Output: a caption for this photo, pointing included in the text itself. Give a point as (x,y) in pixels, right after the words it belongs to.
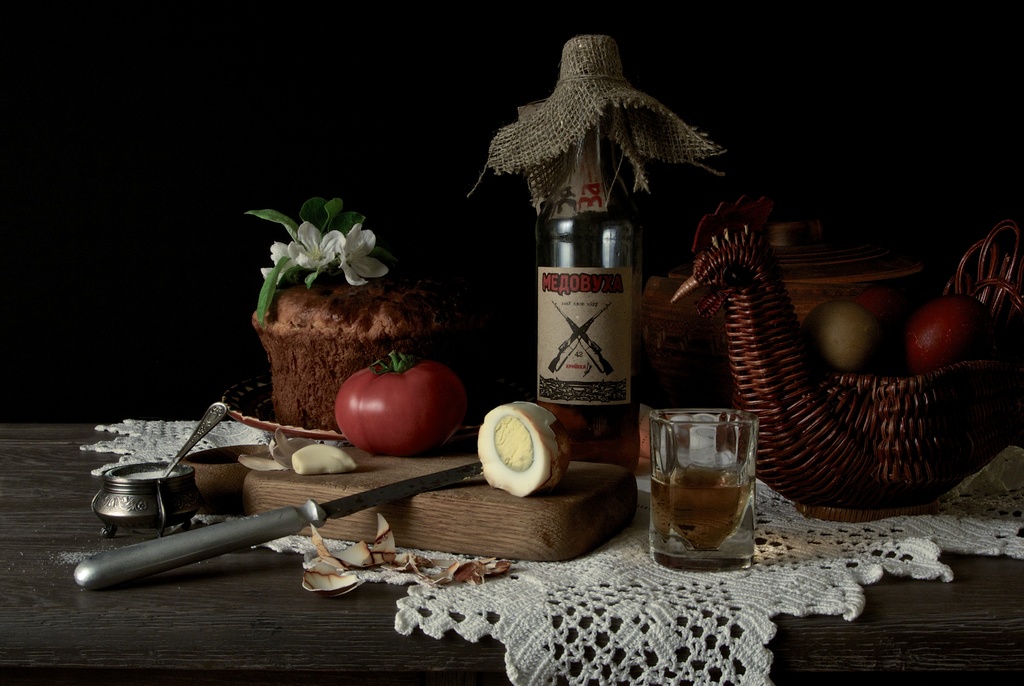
In the center (448,378) we can see some objects (799,350) like glass (701,493), egg (549,469), knife (287,511), spoon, cloth (564,571), flower (341,266), bottle (594,226), fruits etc on the table (364,619).
